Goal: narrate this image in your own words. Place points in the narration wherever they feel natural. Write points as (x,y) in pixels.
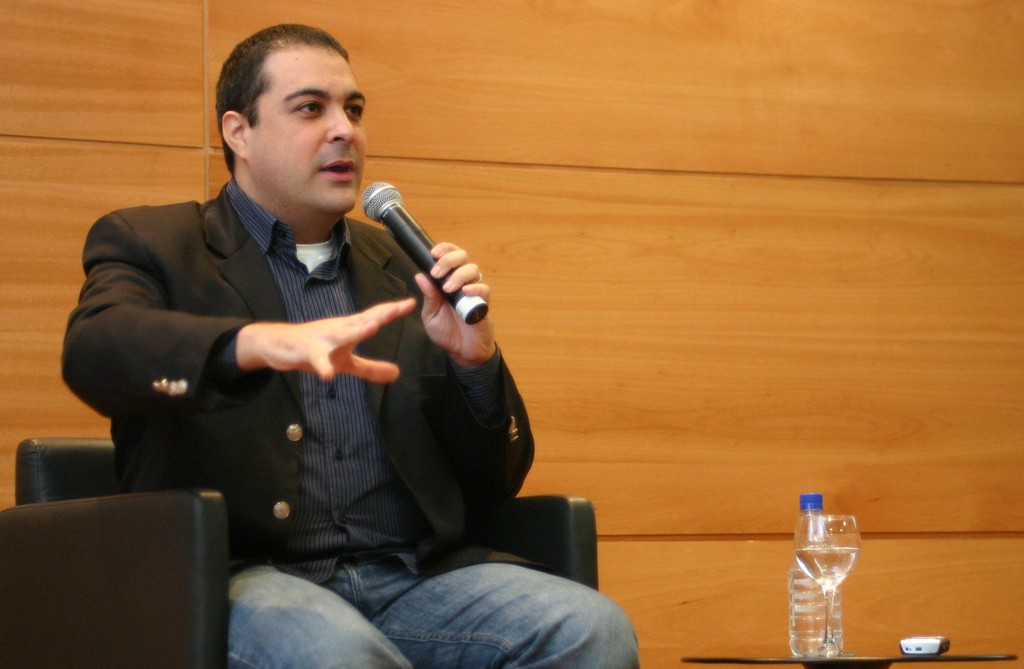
In this picture we can see a man (322,363) is seated on the chair (529,542), he is holding a microphone (391,209), in front of him we can find a bottle (810,536), glass (812,542) and a mobile (907,647) on the table (905,660).
